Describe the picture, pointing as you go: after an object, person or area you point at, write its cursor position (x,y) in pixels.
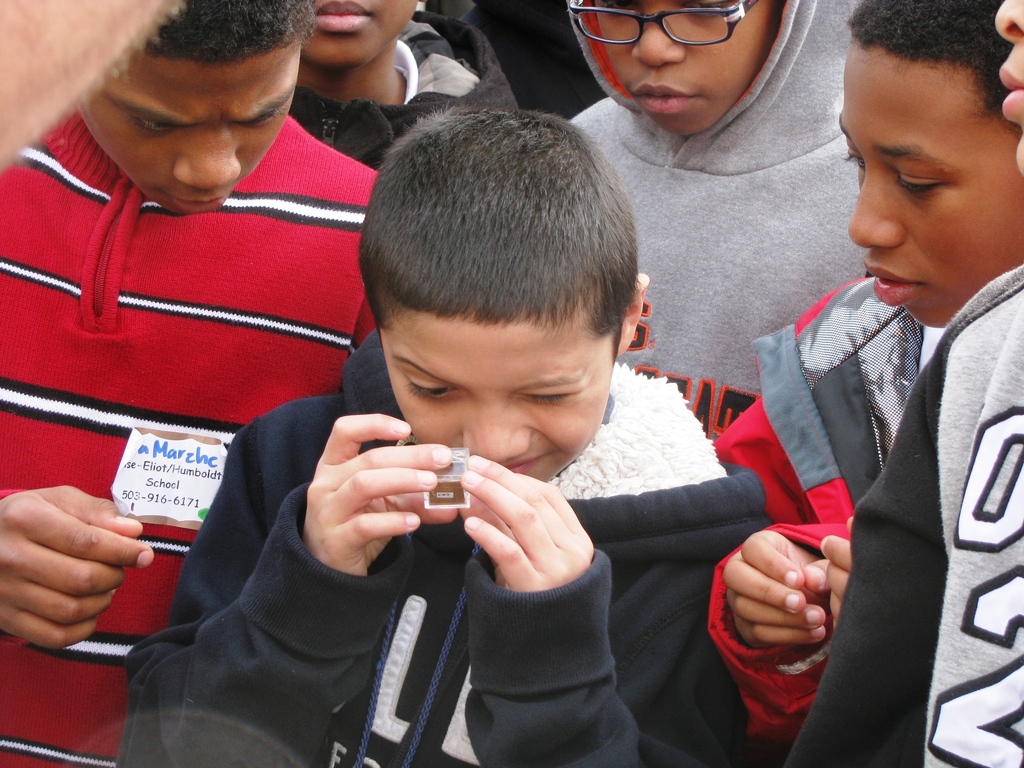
This image consists of many people (510,624). The boy (585,637) standing in the front (573,589) is wearing a black jacket (279,696). On the left (94,378), the boy (94,398) is wearing a red jacket (172,376).
